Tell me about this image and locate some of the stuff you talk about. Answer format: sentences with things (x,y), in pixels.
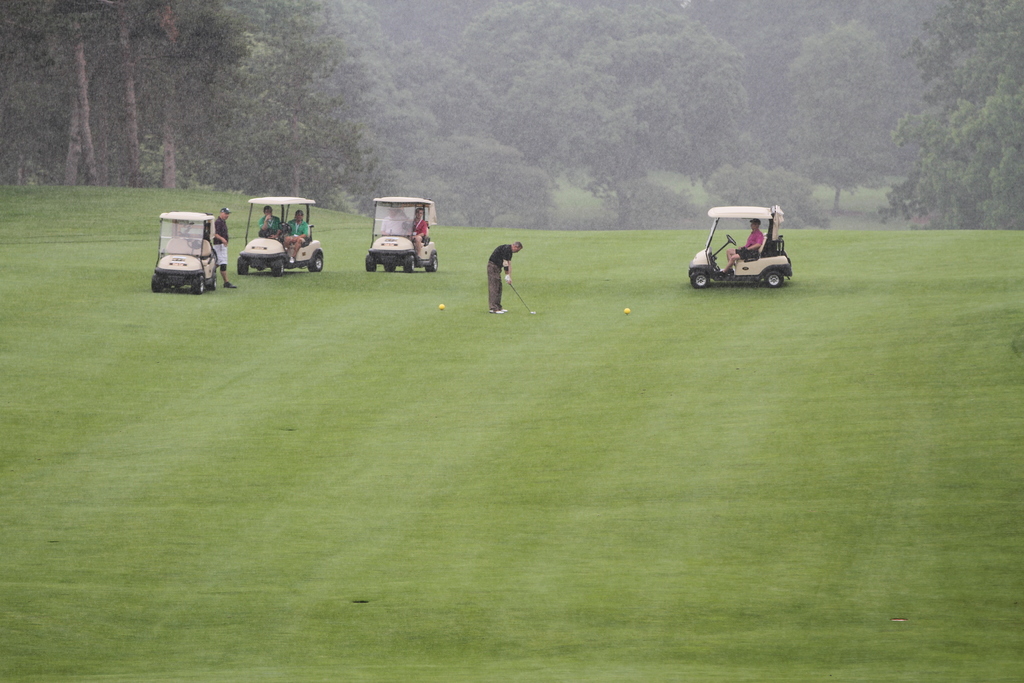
This picture is clicked outside. In the center (512,281) there is a person (489,282) standing on the ground (485,258) and seems to be playing the game and we can see the persons (304,240) riding vehicles (310,256) and there is a person (224,215) standing on the ground (221,283) and a vehicle (160,273) parked on the ground (180,299). The ground (572,533) is covered with the green grass (434,317). In the background (593,60) we can see the trees (614,90) and the plants (518,196).
